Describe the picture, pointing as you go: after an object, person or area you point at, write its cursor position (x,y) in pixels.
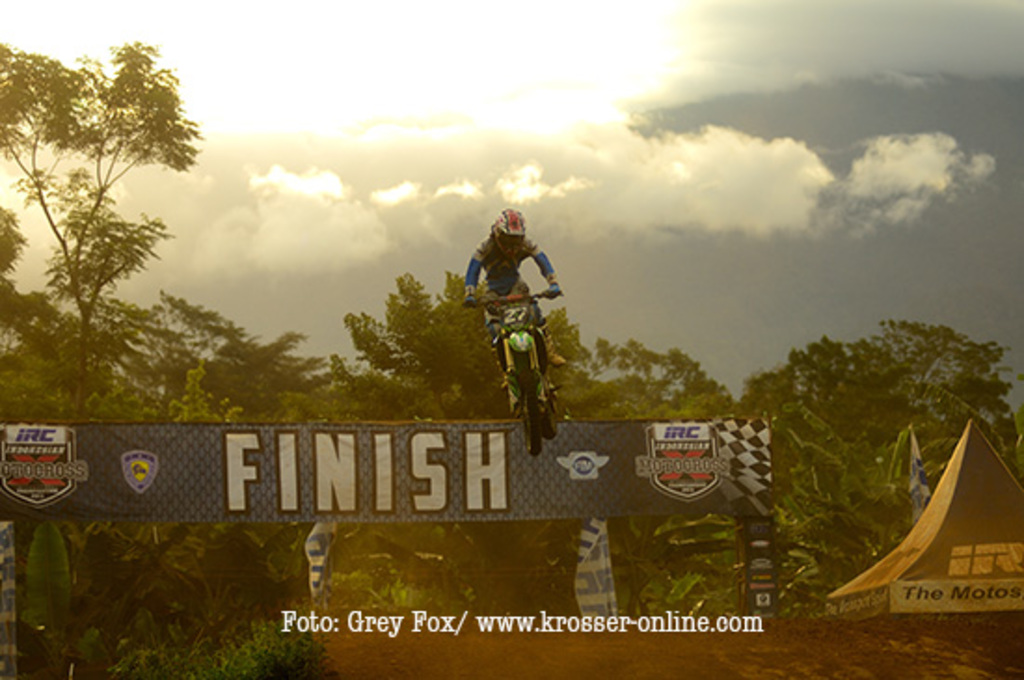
In this picture there is a man (505,265) wearing a blue color jacket (491,265) with helmet (515,228) and making the bike (542,368) jumping in the air. Behind there is a finish banner poster (616,492). In the background (437,266) there are some trees (74,361) and cloudy sky (437,266).
